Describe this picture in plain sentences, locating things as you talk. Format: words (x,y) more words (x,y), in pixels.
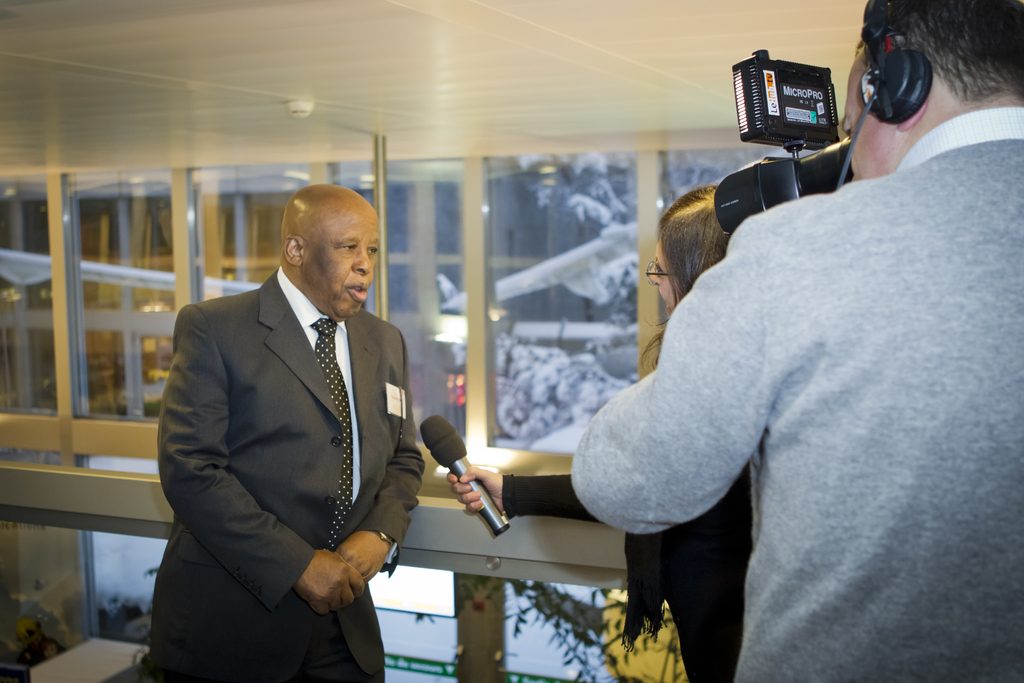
In this picture I can see there is a man (302,458) standing at the left side (292,435) and he is wearing a blazer (386,407), there is a woman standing in front of him and she is holding a microphone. There is a person (960,250) next to her and he is wearing headphones (898,119) and holding a camera (831,162). There are a railing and glass windows (144,279) in the backdrop (538,639).
